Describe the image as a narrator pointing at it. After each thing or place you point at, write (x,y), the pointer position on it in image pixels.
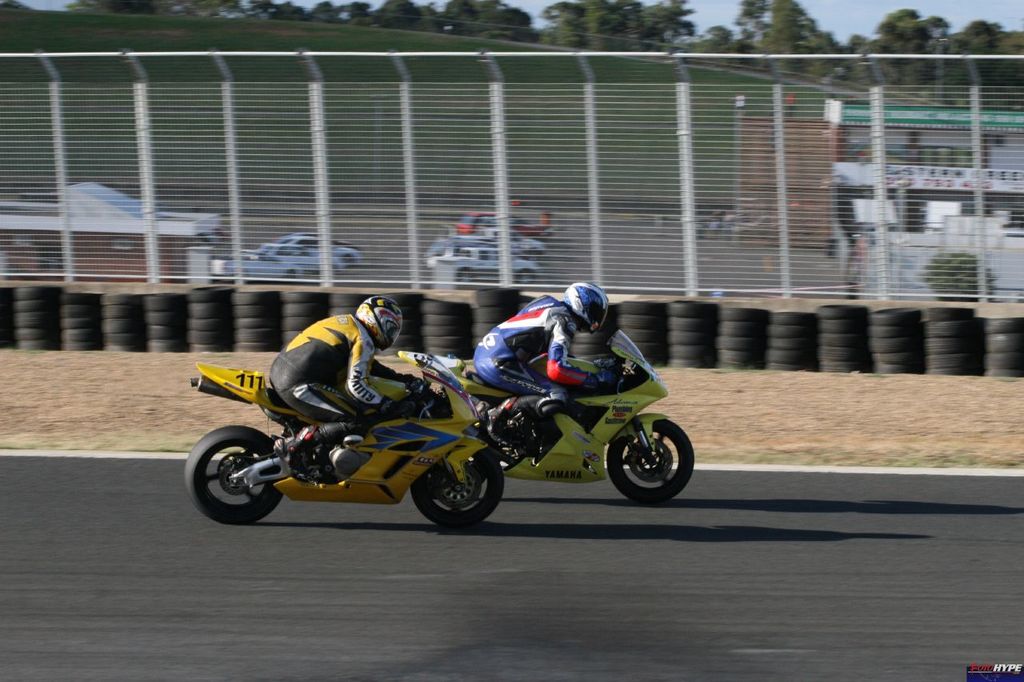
In this picture we can see two people (514,346) wore helmets (581,301) and riding motorbikes (476,485) on the road (355,588), fence (880,118), tyres (482,322), cars (463,218), trees (909,79), building (923,180) and some objects (897,165) and in the background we can see the sky (937,5).
